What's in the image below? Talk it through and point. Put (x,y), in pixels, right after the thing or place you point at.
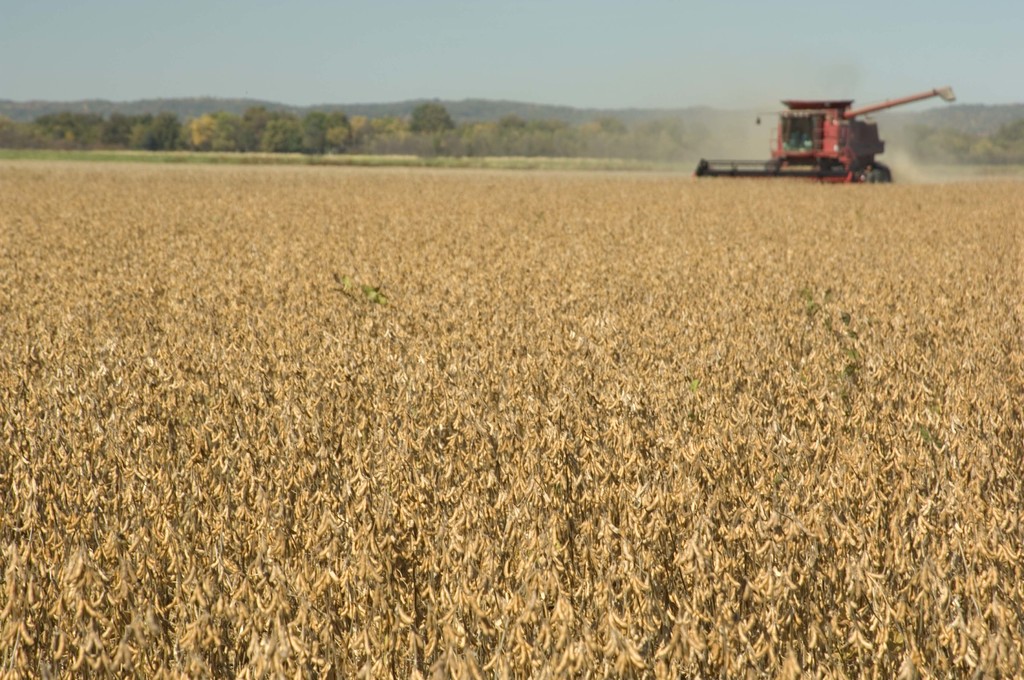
This is a picture of a field (431,387) there are plants (427,398). In the background (809,147) towards right (807,134) there is a machine (795,147). In the background (240,121) there are trees (580,130). Sky (1013,87) is sunny.
